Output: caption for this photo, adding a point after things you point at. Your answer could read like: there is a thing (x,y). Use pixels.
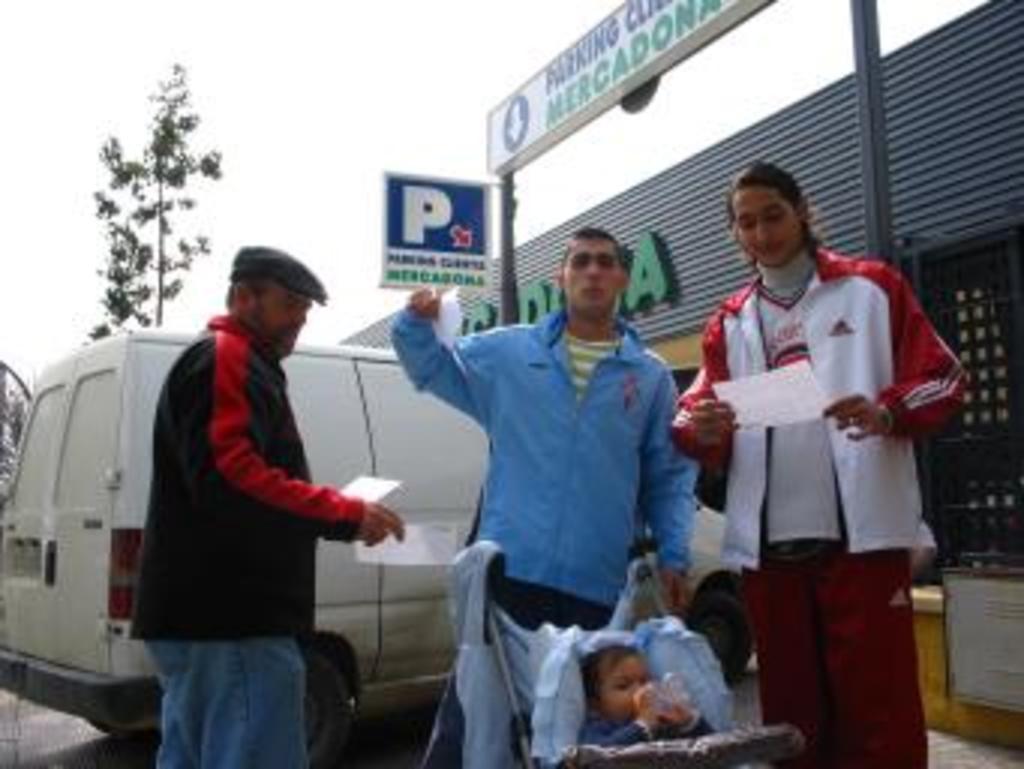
In this picture I can observe three members (545,426) and a baby (614,711) in the stroller (679,756). Behind them I can observe white color vehicle (336,477). On the right side (702,212) I can observe building (937,486). In the background (164,221) I can observe tree (167,166) and sky (325,146).
